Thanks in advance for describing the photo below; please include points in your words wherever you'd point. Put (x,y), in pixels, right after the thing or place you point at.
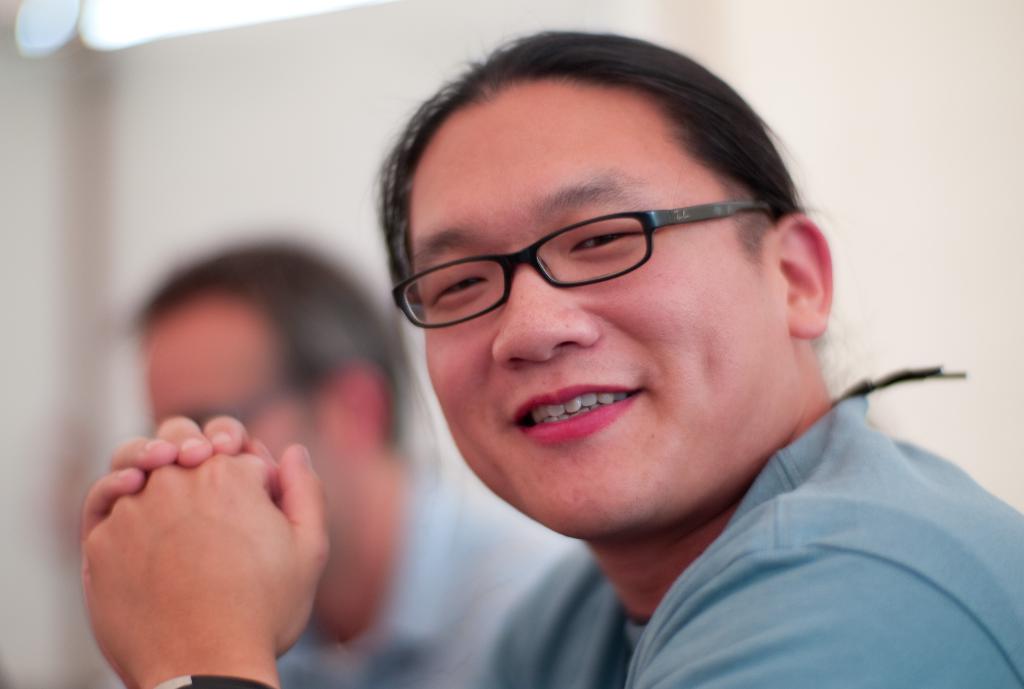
In this image I can see a person (708,455) wearing grey colored dress (900,582) and black colored spectacles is smiling. In the background (416,421) I can see a person (384,419) and the white color wall (223,169) which are blurry.
